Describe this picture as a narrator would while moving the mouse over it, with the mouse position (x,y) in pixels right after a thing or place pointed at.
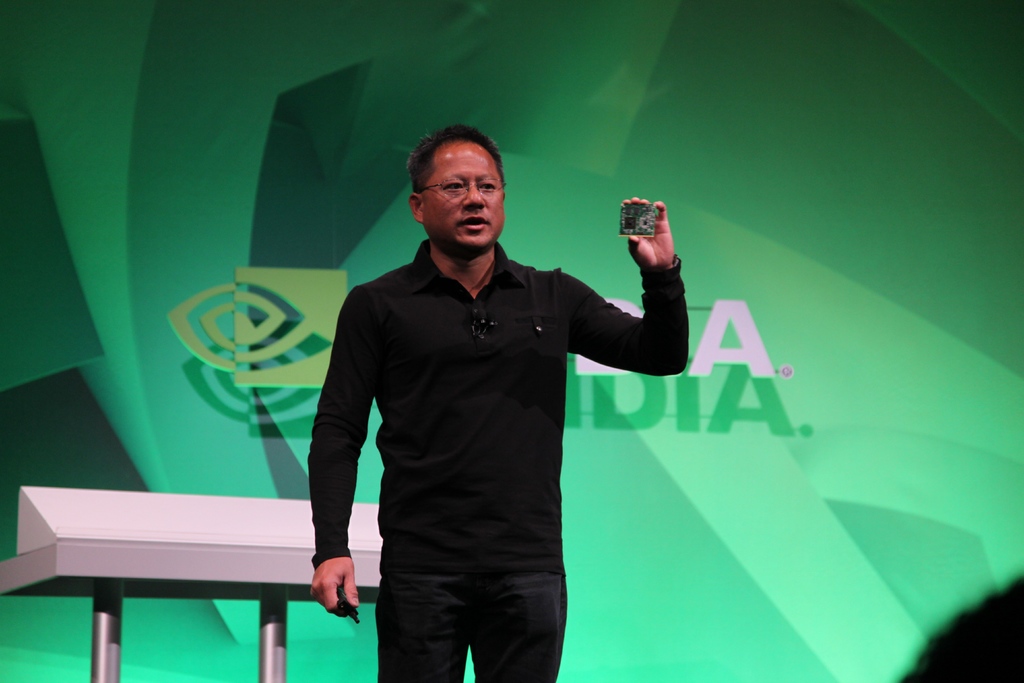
In this picture there is a man (545,355) wearing black color t-shirt (484,386), standing in front (537,372) and holding the motherboard chip (648,232) in the hand (656,235). Behind there is a white table (196,551) and green banner (155,84) in the background (514,78).
